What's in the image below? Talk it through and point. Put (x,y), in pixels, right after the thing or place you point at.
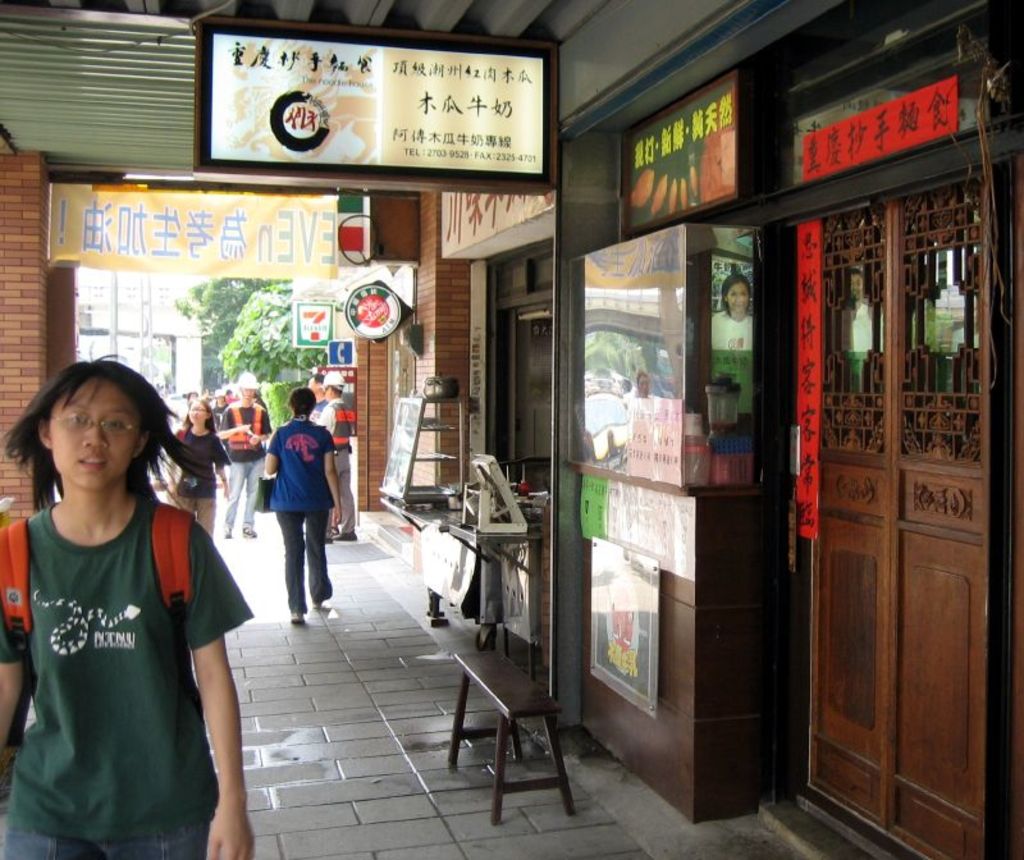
This image consists of stores (770,691) on the right side (811,541). There are so many persons (199,422) walking in the middle (343,532). One person (52,466) on the left (162,510) is wearing a backpack (190,672). There are trees (235,319) in the middle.
